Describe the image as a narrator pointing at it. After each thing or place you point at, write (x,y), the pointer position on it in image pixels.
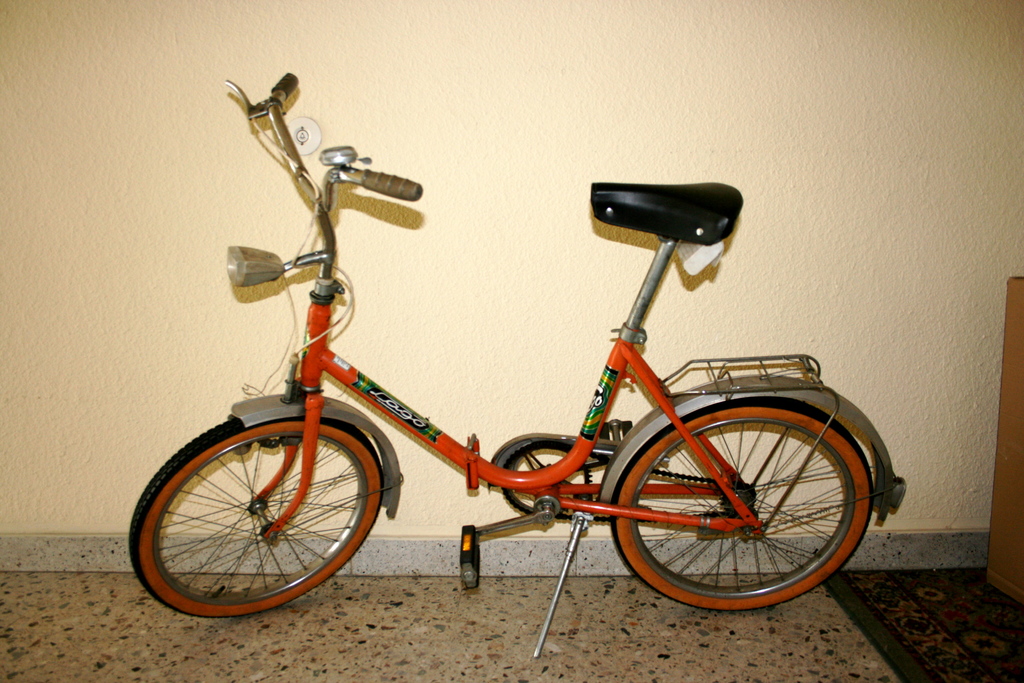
Here I can see a bicycle (354,470) on the floor (305,607). At the back of it there is a wall (559,101).
